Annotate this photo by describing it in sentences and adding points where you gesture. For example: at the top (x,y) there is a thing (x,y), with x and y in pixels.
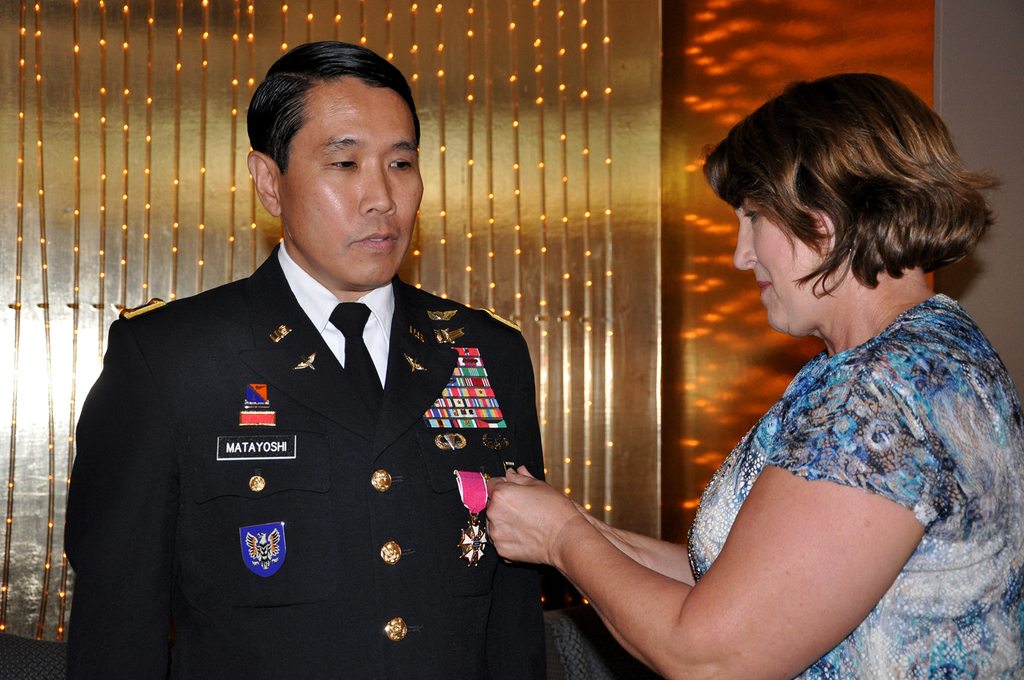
In this picture, we can see two persons (483,367), and we can see the wall (556,149) with some objects (178,135) attached to it like lights (542,334).
